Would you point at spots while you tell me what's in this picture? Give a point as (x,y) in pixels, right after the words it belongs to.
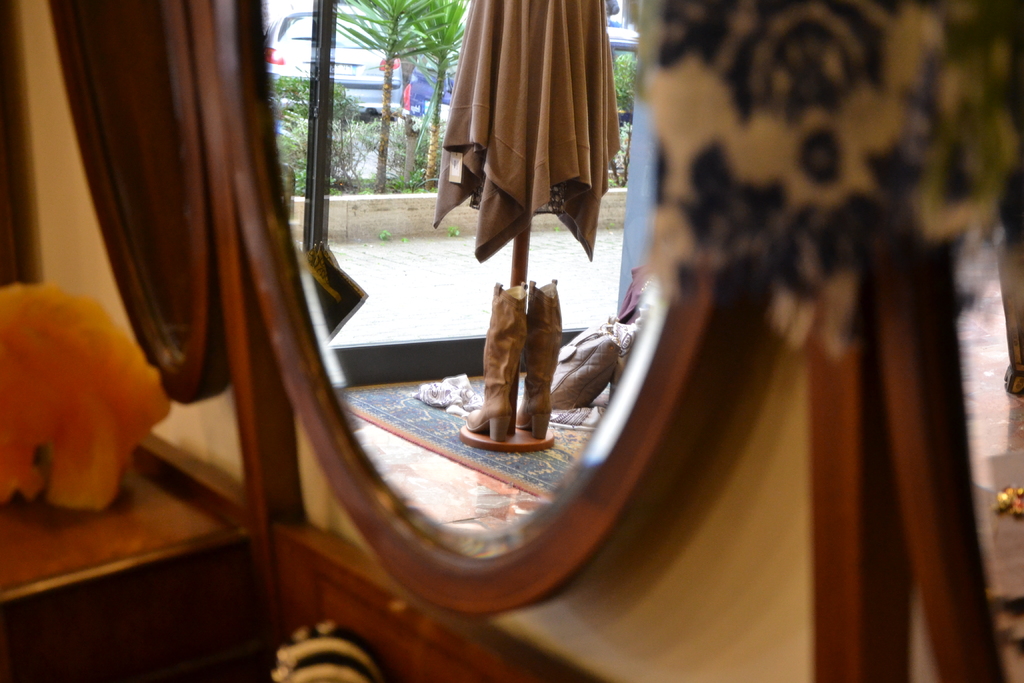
In this image we can see a mirror (451,366). In which there is a reflection (452,333) of a display stand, boots (496,290), trees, vehicles (351,58), road (419,289). To the left side of the image (218,498) there is a wooden table (151,447).
